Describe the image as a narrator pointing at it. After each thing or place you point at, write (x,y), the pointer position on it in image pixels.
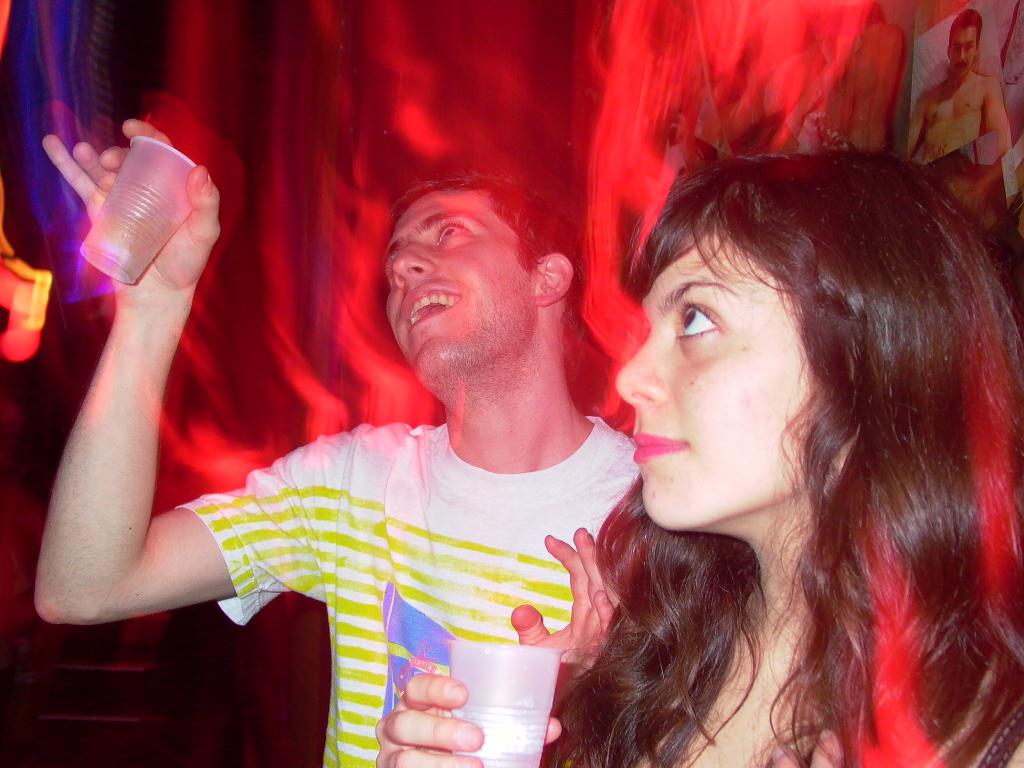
In this image, we can see people (732,557) holding glasses (156,254) with their hands (201,229). There is a photo (979,76) in the top right of the image (988,85).
